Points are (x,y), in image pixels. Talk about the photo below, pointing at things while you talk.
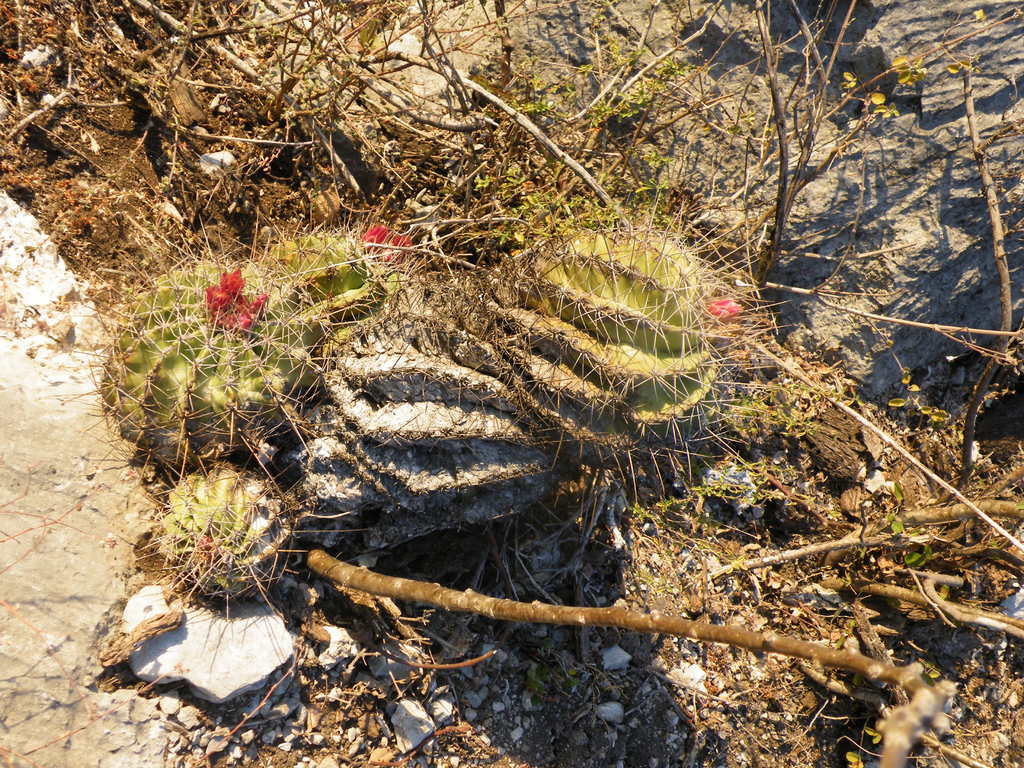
In this image, I can see the cactus plants (273,362) with flowers (253,316), branches (792,373) and rocks (257,661).
